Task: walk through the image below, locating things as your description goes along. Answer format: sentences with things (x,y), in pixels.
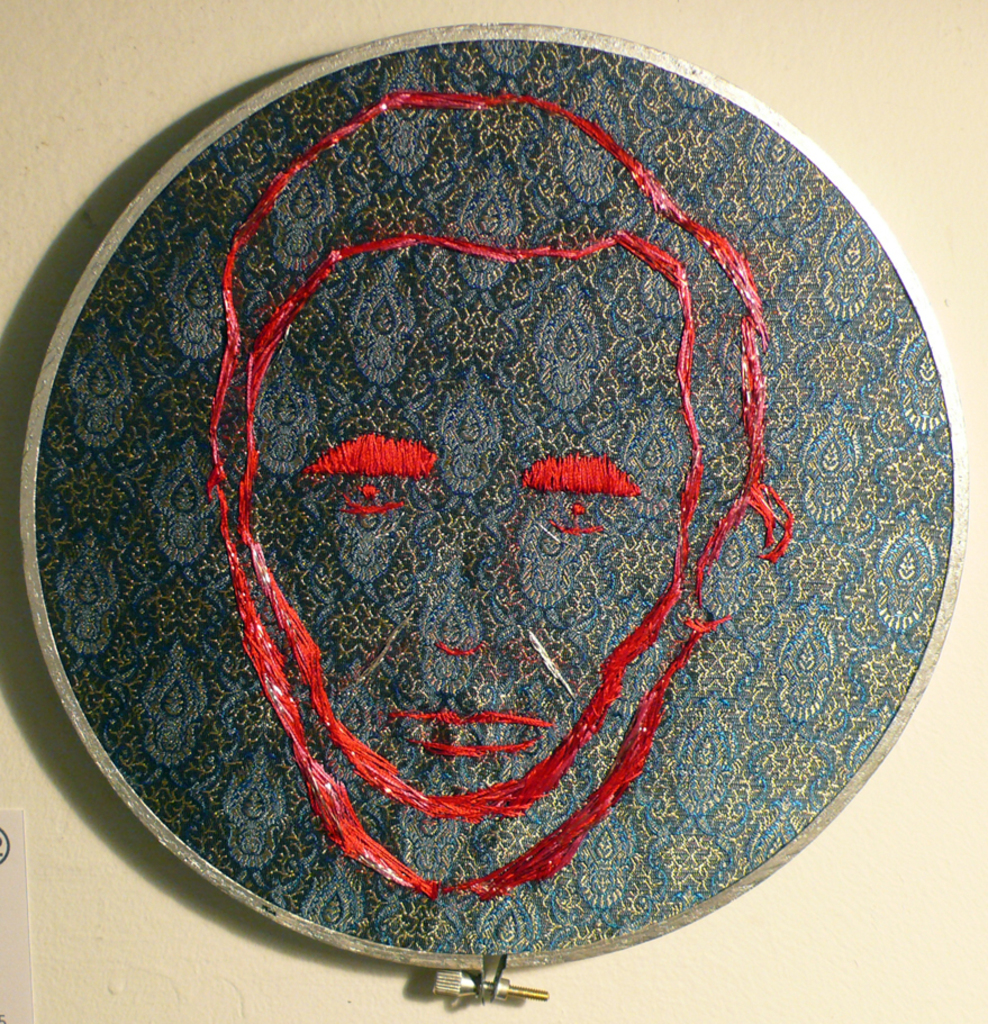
In this image I can see a cream colored surface (886,36) and on the surface (899,911) I can see a cloth (625,513) to which some embroidery (541,471) is made with a red colored thread (541,471).
